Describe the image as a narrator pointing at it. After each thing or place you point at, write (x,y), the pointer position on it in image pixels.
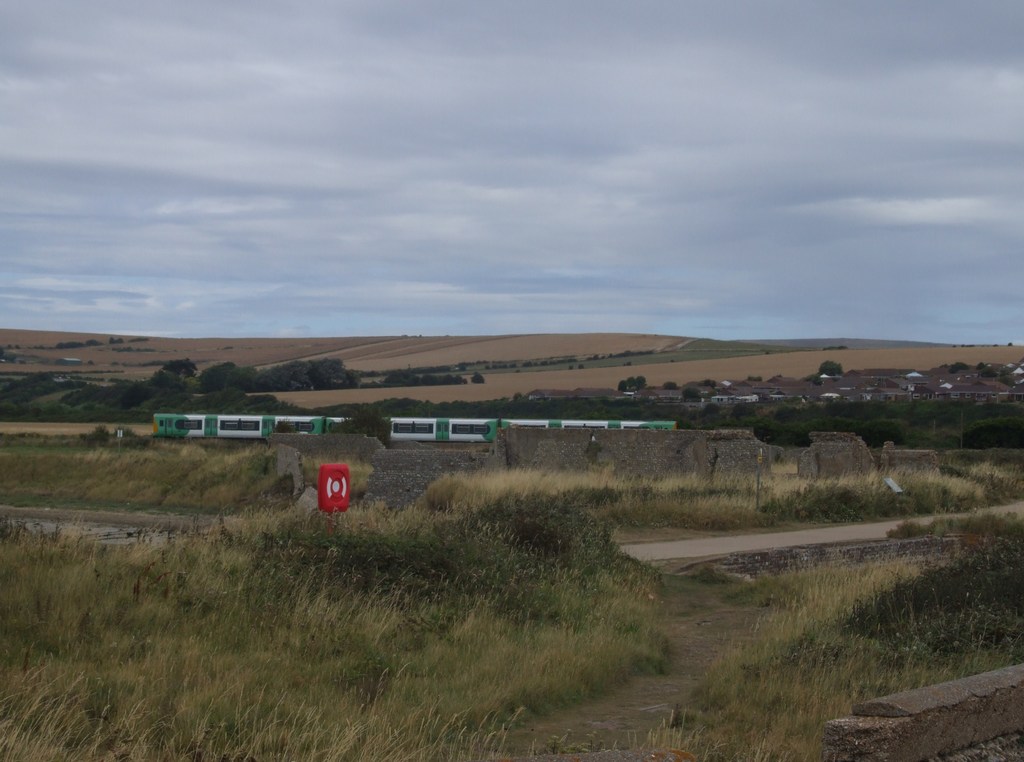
In this image we can see the mountains (433,341), one train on the railway track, some houses (963,383), some objects (985,708) on the surface (832,481), one road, one cement pole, some boards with poles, one red board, some trees (996,369), bushes (998,411), plants (999,522) and grass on the surface (996,501). At the top (22,216) there is the sky (817,224).
